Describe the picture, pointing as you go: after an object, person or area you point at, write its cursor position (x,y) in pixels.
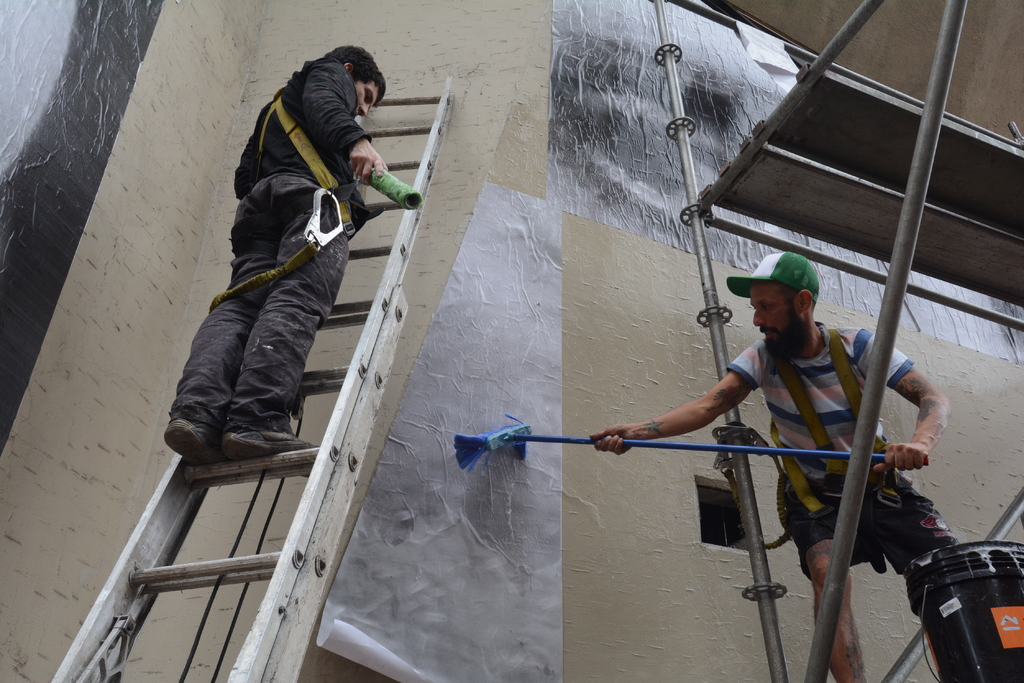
This image consists of two men (861,377) painting a building (628,585). On the left (290,284), the man (279,348) is standing on the ladder (357,404). On the right (890,523), the man (813,479) is brushing the wall (635,404). He is wearing a green cap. At the bottom right (974,645), we can see a bucket (958,638) in black color.
